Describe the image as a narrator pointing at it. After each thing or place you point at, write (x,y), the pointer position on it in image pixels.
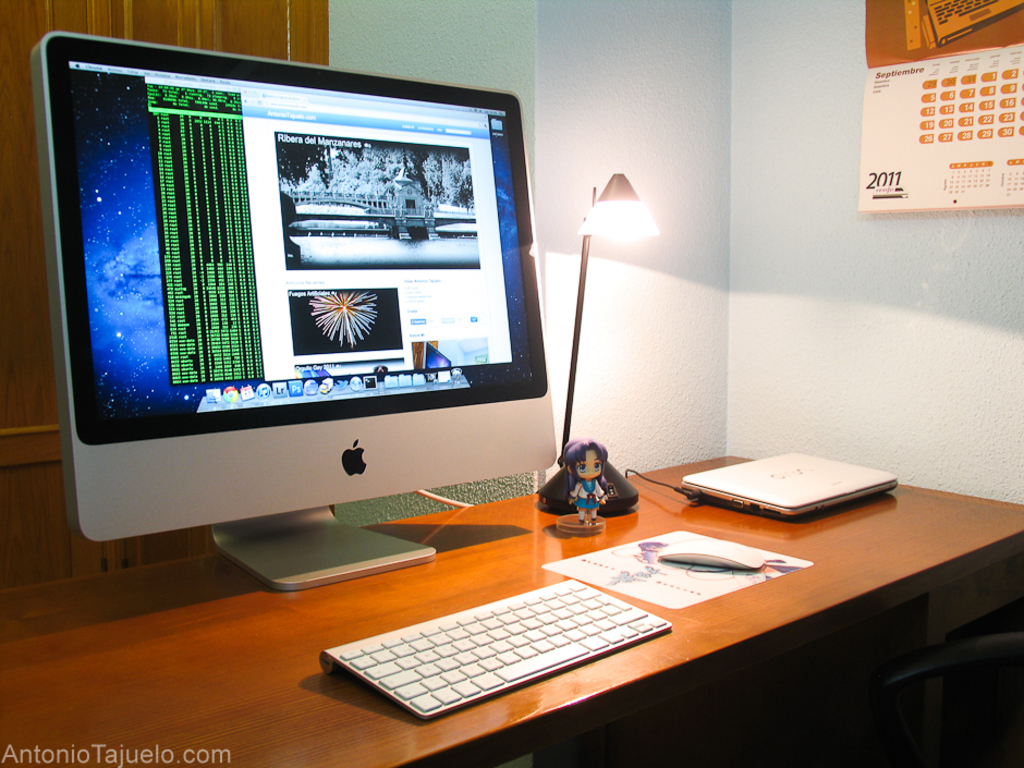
As we can see in the image there is a white color wall (696,169), calendar (881,166) and table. On table (587,674) there is a screen (469,453), keyboard (504,650), laptop (799,473), lamp (609,235) and toy (591,499).
